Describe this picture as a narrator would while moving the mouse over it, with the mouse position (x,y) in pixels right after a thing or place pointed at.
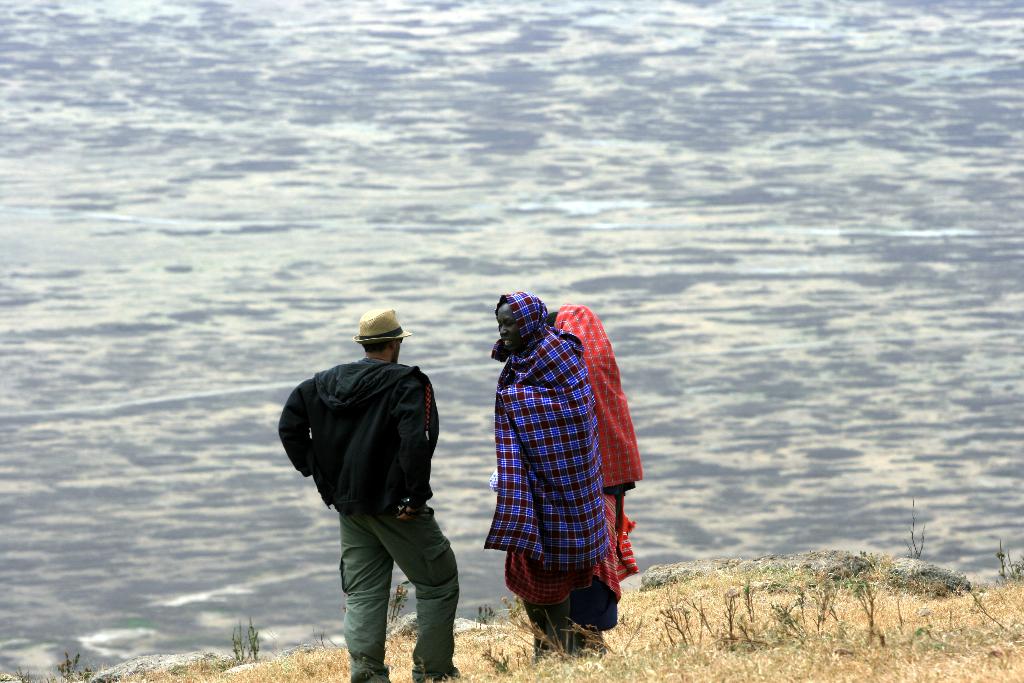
In this picture I can see three persons (595,528) standing on the surface (471,632), On the left side (296,441) person (359,463) wearing jacket (356,462) and hat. I can see water (563,204).
